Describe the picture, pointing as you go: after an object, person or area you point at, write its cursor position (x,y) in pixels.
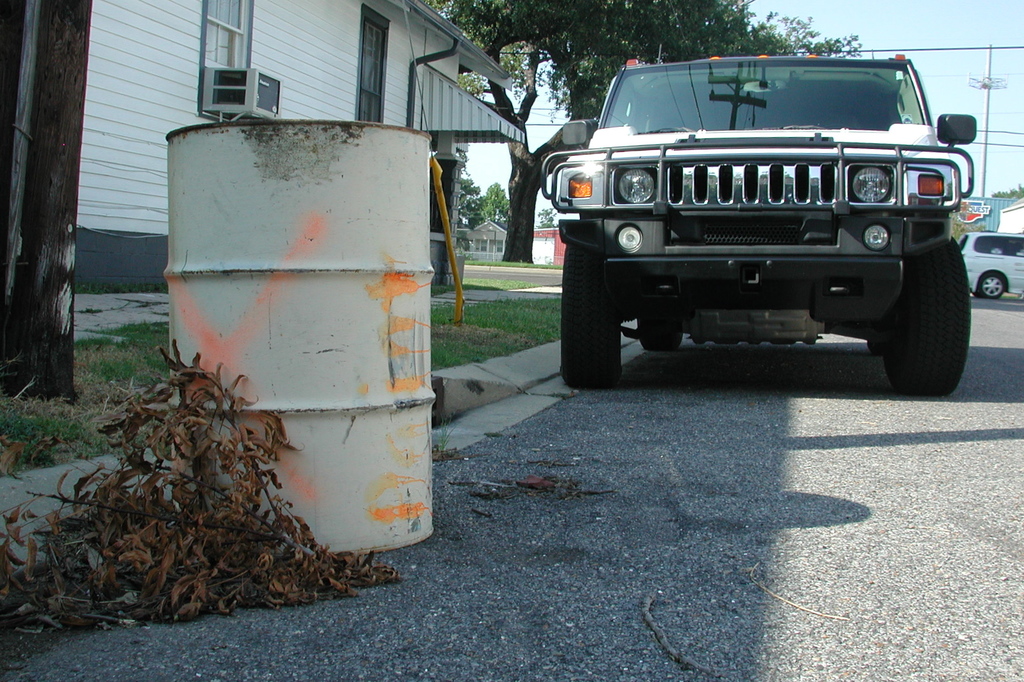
In this image there is a car (654,235), a water container (340,344) and dried leaves (261,535) on the road (656,575). There is also a building (260,8). Trees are also visible. Pole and sky (966,41) is also present in this image.
